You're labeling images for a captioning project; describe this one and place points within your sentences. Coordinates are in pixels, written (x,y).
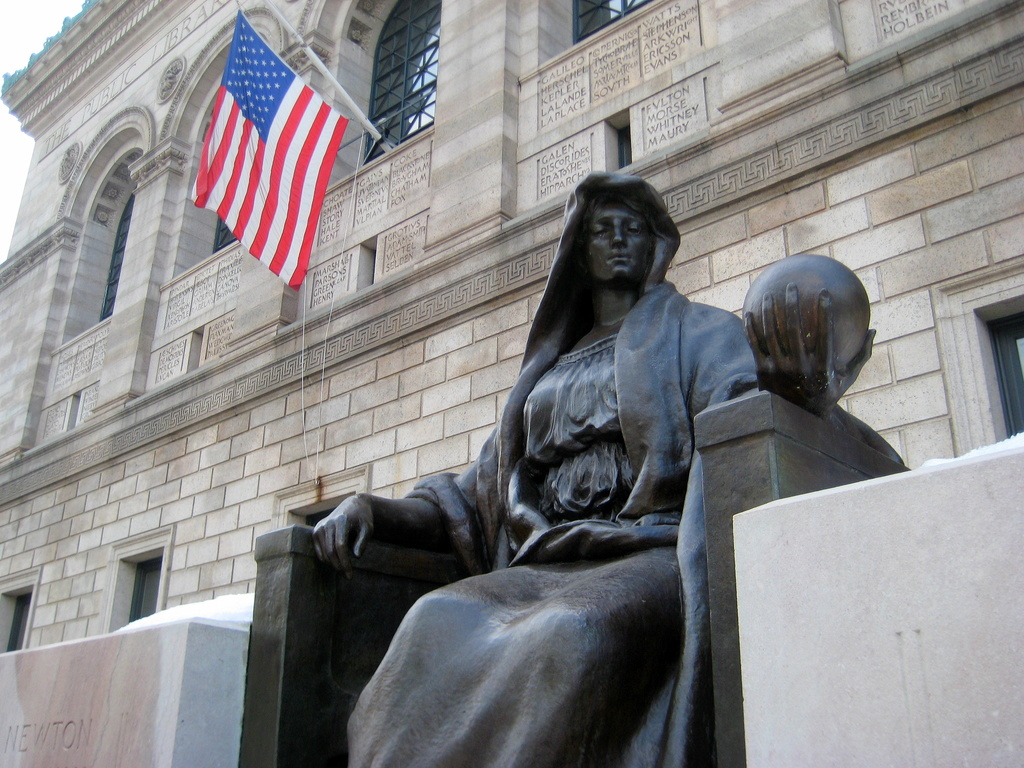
In the middle of the image (645,416) there is a statue (665,411) of the lady (596,501) is in sitting position. And to the left (76,670) and right bottom of the image (845,621) there are walls (203,686). And in the background (264,433) there is a building (407,268) with brick walls (292,329), pole (342,90) with flag (256,185), pillars (446,163) and glass windows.
